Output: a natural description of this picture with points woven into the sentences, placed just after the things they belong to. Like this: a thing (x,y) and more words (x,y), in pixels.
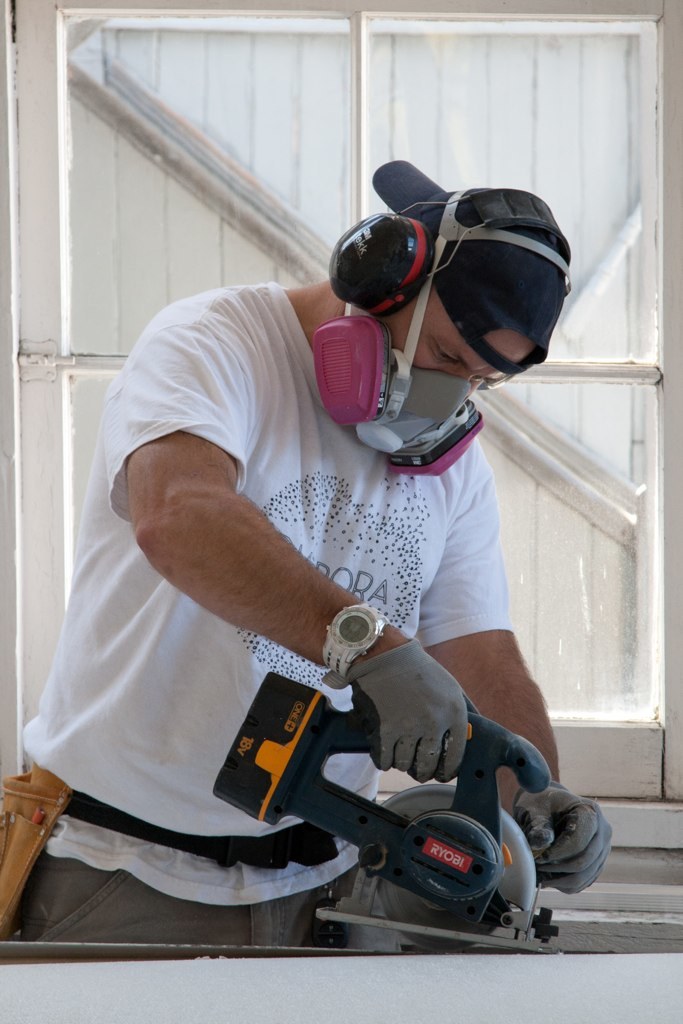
In this image we can see a man (328,502) is standing and he is holding machine (328,809) in his hand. He is wearing white color t-shirt (172,702), headphone (396,269) and mask (390,398). Behind him white color window (597,301) is there.
